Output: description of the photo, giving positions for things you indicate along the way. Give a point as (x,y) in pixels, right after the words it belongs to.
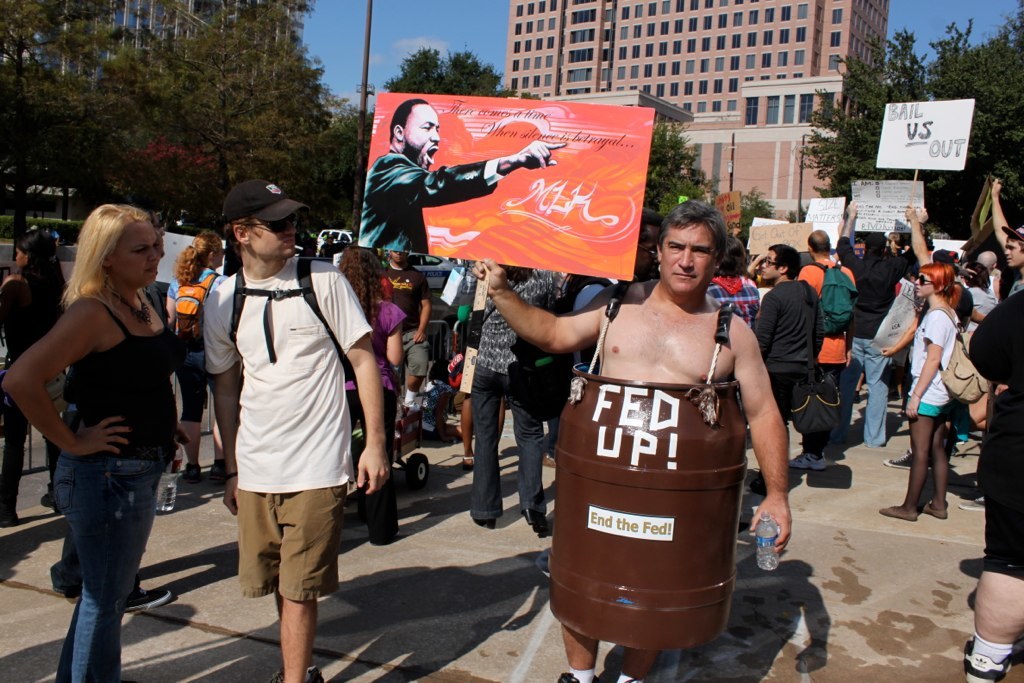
There are people (108,532) in the foreground area of the image (495,294) holding posters (570,178) in their hands (488,269) and there are trees (273,58), buildings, vehicles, pole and sky (346,19) in the background area (694,53).
